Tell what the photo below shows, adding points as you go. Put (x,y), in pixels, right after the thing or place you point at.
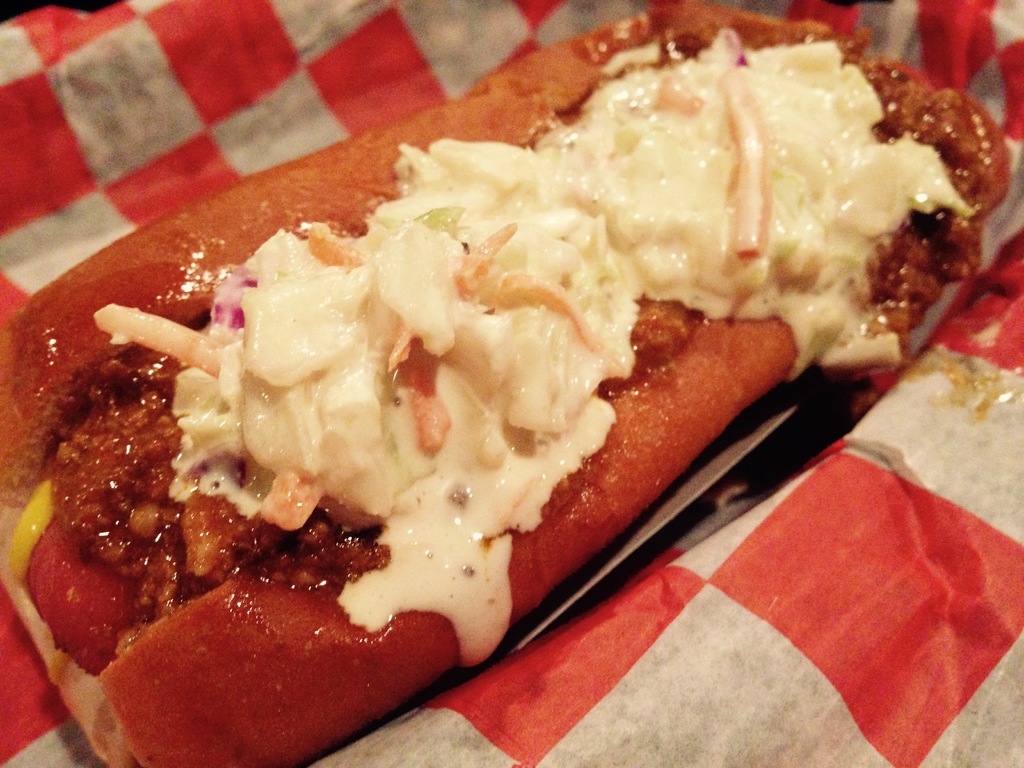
Here in this picture we can see a food item (524,173) present on a paper (230,88), which is present on a place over there.
